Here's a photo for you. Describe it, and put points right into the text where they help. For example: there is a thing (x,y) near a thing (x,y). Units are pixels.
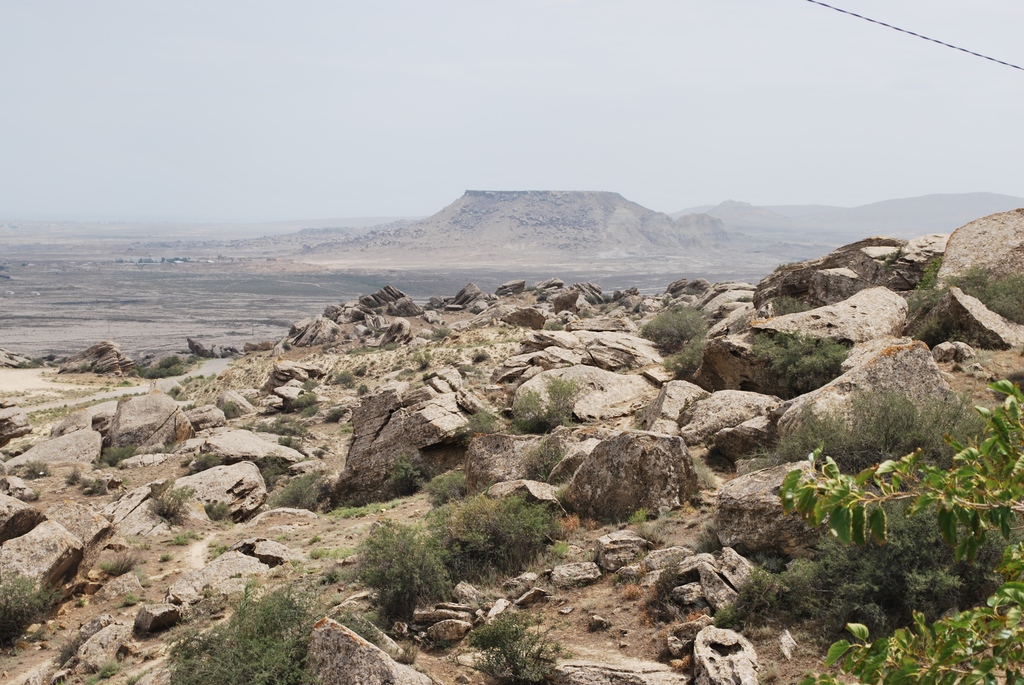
In the picture we can see a surface (714,487) with rocks (768,486) and some plants (790,486) and behind it, we can see the surface (82,312) with rocks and hills (696,216) and behind it we can see the sky (346,208).
